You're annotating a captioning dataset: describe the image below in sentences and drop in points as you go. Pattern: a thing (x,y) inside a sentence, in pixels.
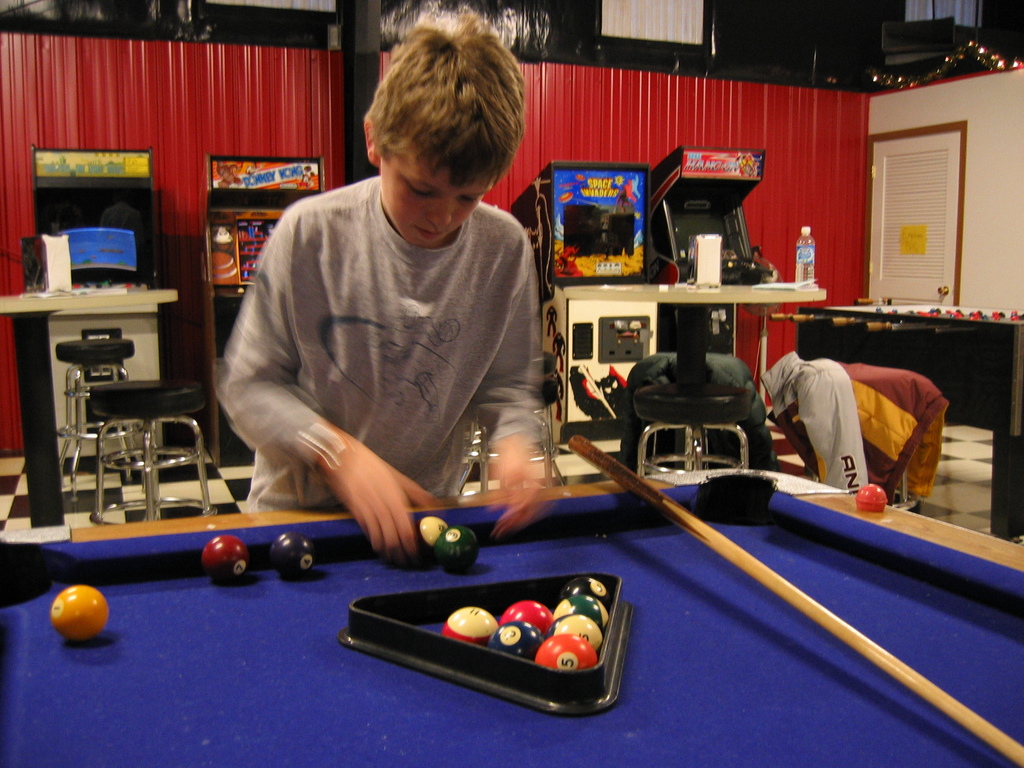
In this image we can see a kid (414,240) standing near a snooker table (836,544), there are balls (468,621) and a stick (628,483) on the table (708,640), there are few stools (715,424), jacket (772,399) on the stool (741,410) and a table (808,291) with a bottle (797,268) and few objects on the table (742,290) and there are few objects (924,226) in the background (912,240).
